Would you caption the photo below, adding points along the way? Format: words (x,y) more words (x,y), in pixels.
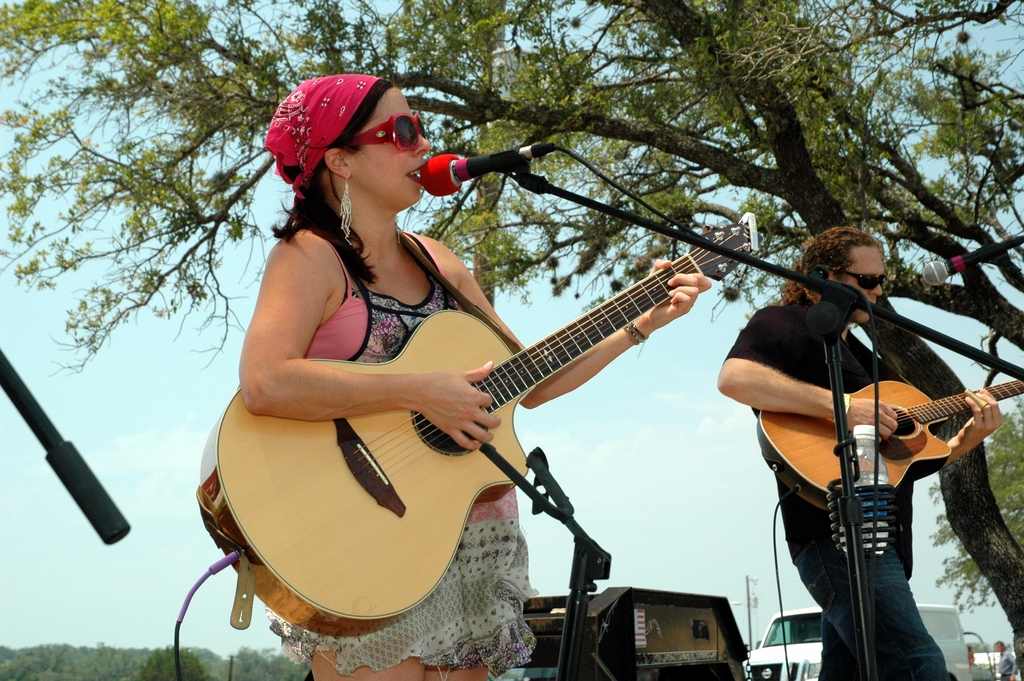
A woman (326,400) is holding a guitar (395,434) and playing it and she is also singing. And she is wearing a red scarf (332,114) and a red goggles (392,140). And a person (809,377) is standing next to her is holding a guitar (920,422) and playing it. And he is wearing a black goggles (866,285). In the background (802,153) there is a tree (804,172) and also one vehicle (794,644) is there.
